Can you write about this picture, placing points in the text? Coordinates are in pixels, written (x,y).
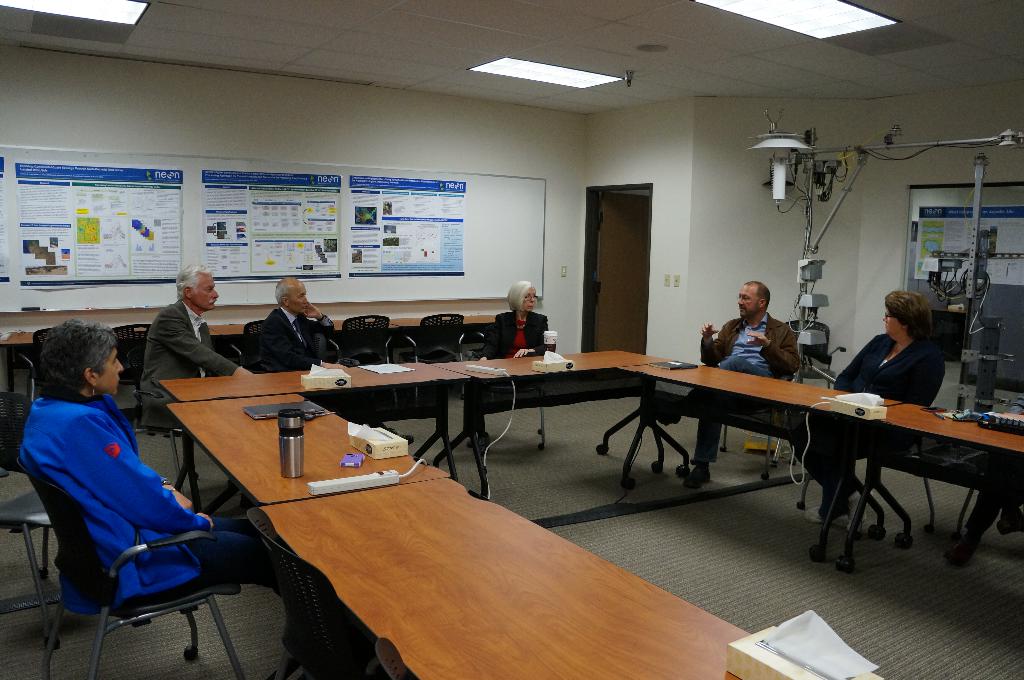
In this image I see 6 persons (32,449) and all of them are sitting and there are tables (662,358) in front of them and there are few things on it. In the background (961,387) I see the papers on the wall (536,172), an equipment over here, door (614,197), few chairs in the back (463,317) and lights (1,1) on the ceiling (998,67).
